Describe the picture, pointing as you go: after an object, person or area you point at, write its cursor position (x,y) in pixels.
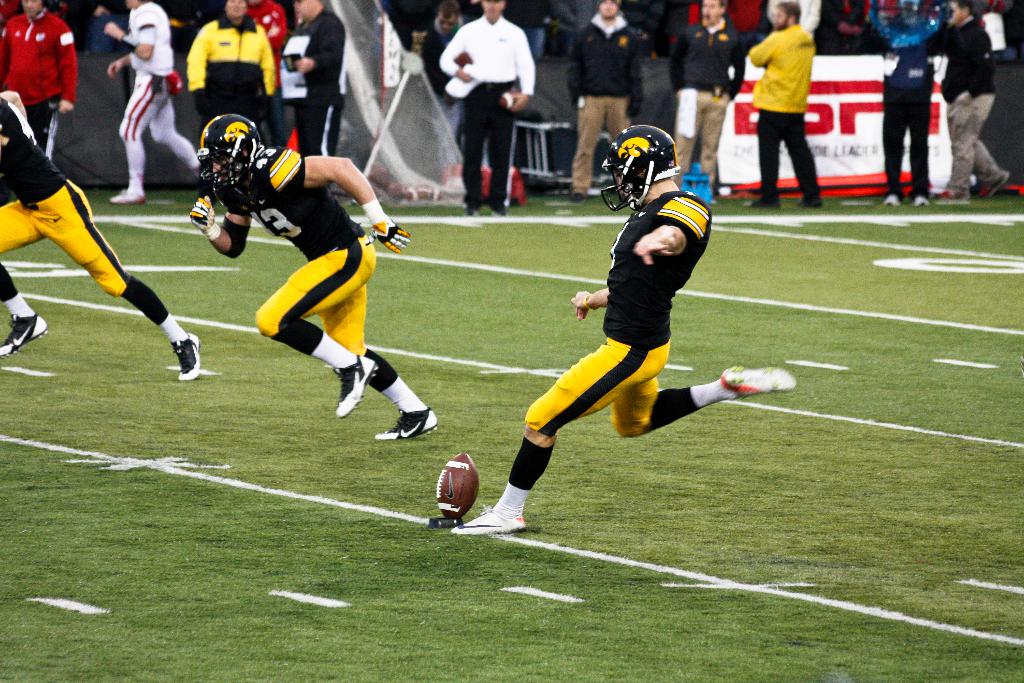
This image is taken outdoors. At the bottom of the image (256,527) there is a ground (659,469) with grass (835,300) on it. In the middle of the image (682,273) a man (682,273) is running on the ground (592,502) and he is about to kick a ball (443,509). On the left side of the image (312,192) two men (356,355) are running on the ground (282,413). In the background (983,100) a few people (482,103) are standing on the ground (206,399) and there is a board (861,77) with a text (870,89) on it.
